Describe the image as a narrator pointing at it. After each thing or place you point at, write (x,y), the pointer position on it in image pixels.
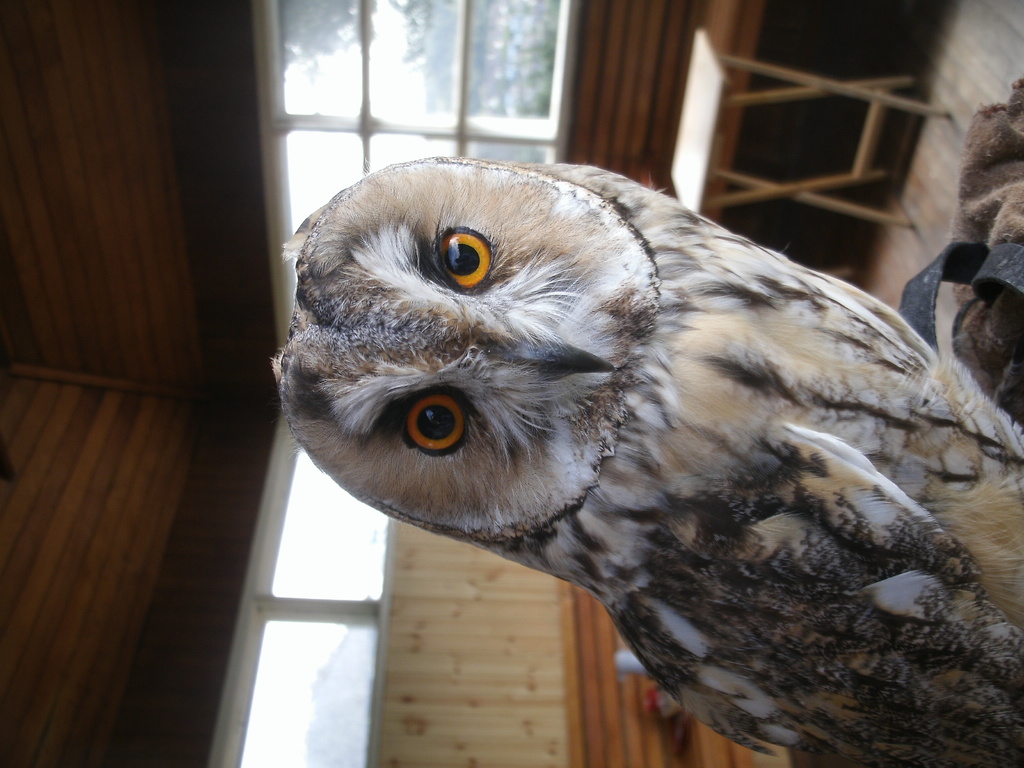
In this image I can see an owl (660,398) which is white, cream, black and yellow in color. In the background (478,594) I can see the wooden walls (113,558), a table (823,189), few glass windows (457,121) through which I can see few trees (417,50) and the mountain (335,693).
